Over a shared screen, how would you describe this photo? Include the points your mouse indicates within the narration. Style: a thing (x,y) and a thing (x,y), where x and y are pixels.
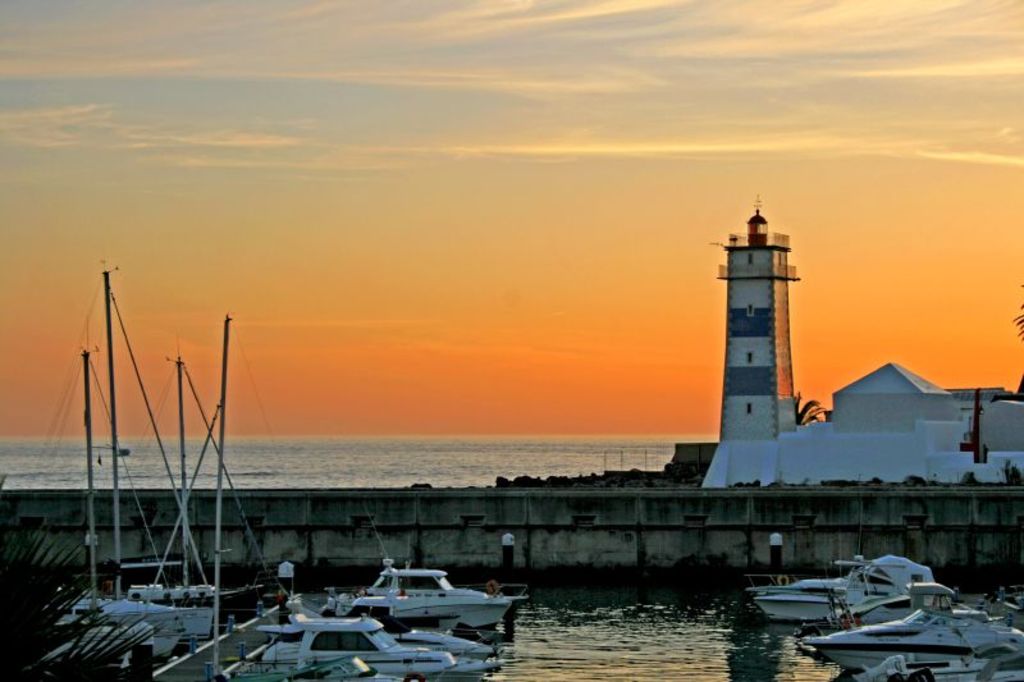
In the foreground of the picture (969,661) there are speed boats (904,566) near the dock (830,545). On the left (58,598) there is a tree (68,612). In the center of the picture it is dock (677,494). On the right (841,392) there are trees (1023,321), buildings (870,411) and lighthouse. In the background (294,441) it is a water body (305,447). At the top (548,131) it is sky (780,127).
